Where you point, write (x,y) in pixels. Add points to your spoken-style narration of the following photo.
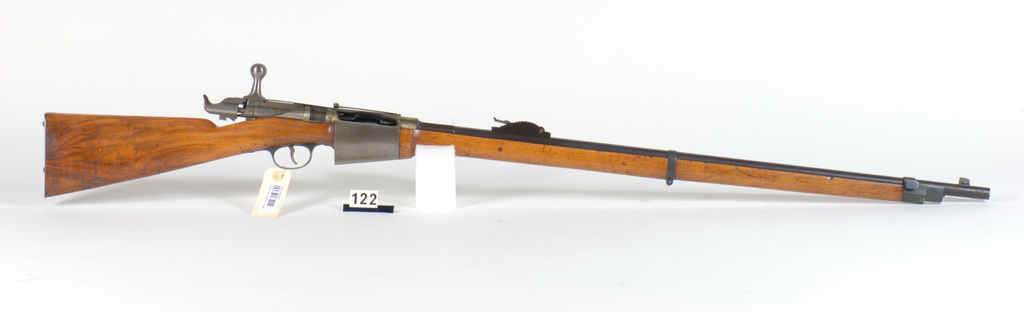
In this image there is a gun (727,180) and there is a tag (276,197) with a bar code (280,190).
